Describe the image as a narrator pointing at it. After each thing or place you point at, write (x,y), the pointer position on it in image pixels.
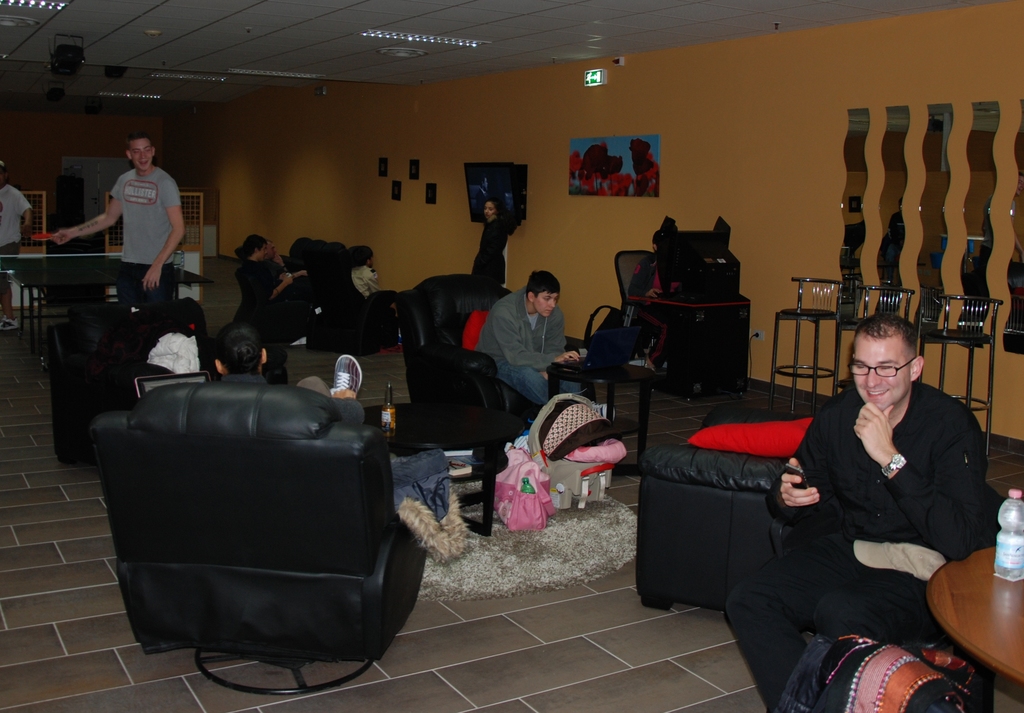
in a picture there are many people (524,295) sitting on a chair (352,497) and doing some work.
